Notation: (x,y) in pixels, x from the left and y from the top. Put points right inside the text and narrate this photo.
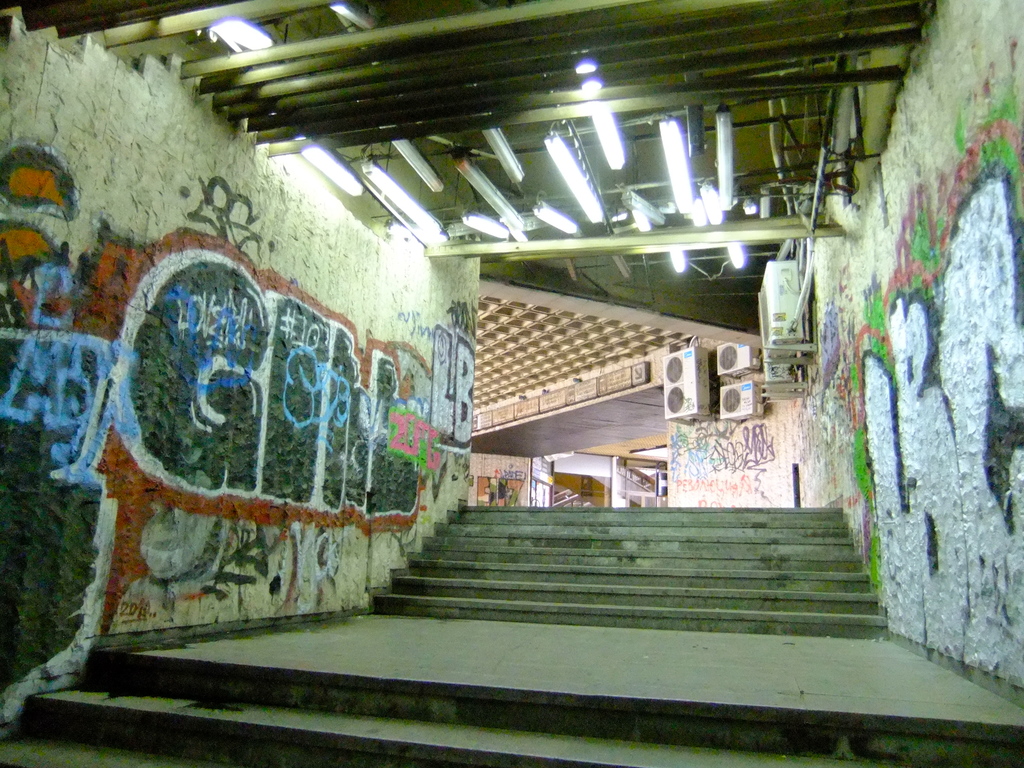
The picture is looking like it is clicked in subway (426,511). On the right (824,303) it is wall (937,271) with graffiti (965,283). On the left (188,359) it is wall (213,336) with graffiti (35,336). At the top (664,127) there are pipes (291,89) and lights (485,190). In the foreground (415,697) we can see staircase (556,545). In the middle of the picture (528,359) there are air conditioners (725,410), wall (698,461), door (535,469) and other objects (530,462).
